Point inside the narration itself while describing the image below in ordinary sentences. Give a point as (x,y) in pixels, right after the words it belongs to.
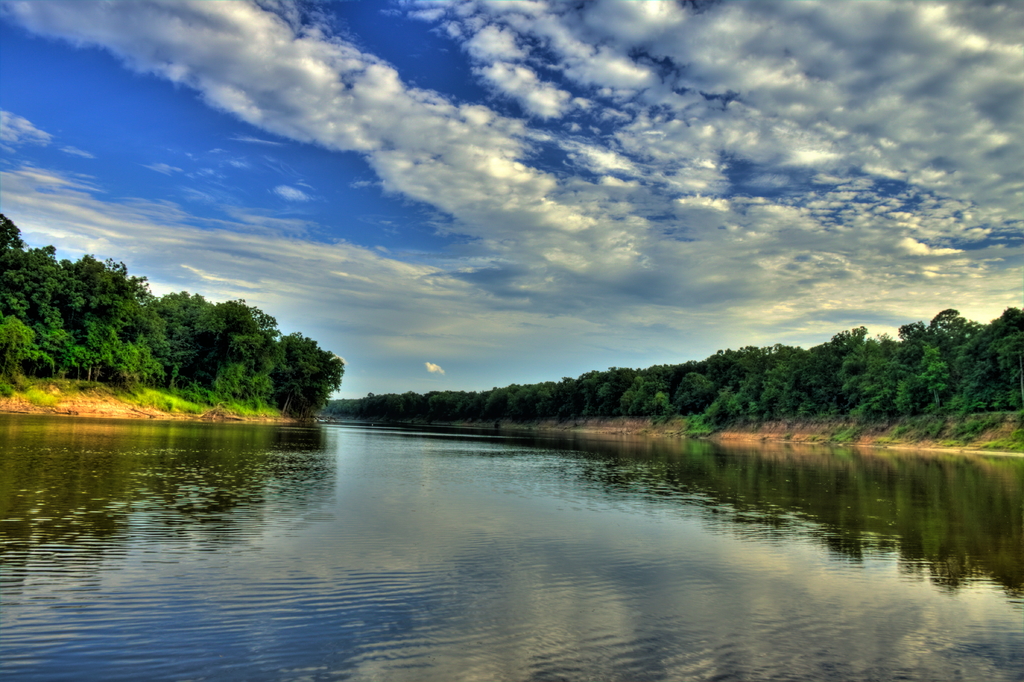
In this image there is the water (476,450). On the either sides of the water (153,440) there are trees (147,362) and grass (914,430) on the ground (884,445). At the top (423,188) there is the sky (614,151). There are clouds (654,140) in the sky (585,167).
